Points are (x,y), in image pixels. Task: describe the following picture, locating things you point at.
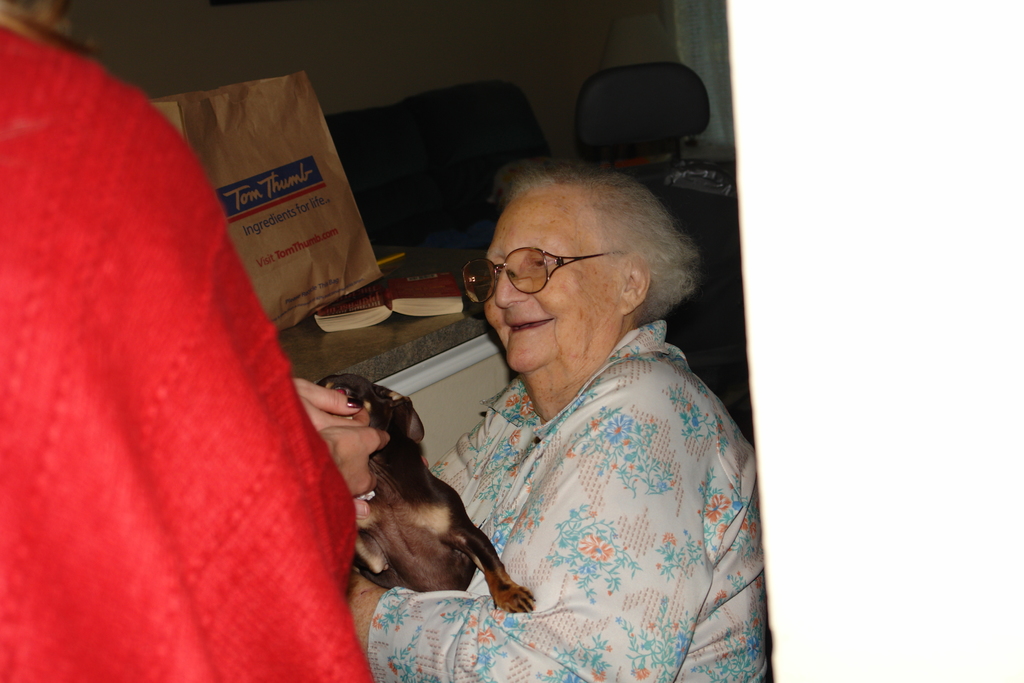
In the picture I can see an old woman (647,523) sitting and holding a dog (448,524) in her hands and there is another person (151,396) wearing red dress (90,410) is standing in the left corner (79,455) and there is a table (364,337) beside them which has few objects (342,213) placed on it.
